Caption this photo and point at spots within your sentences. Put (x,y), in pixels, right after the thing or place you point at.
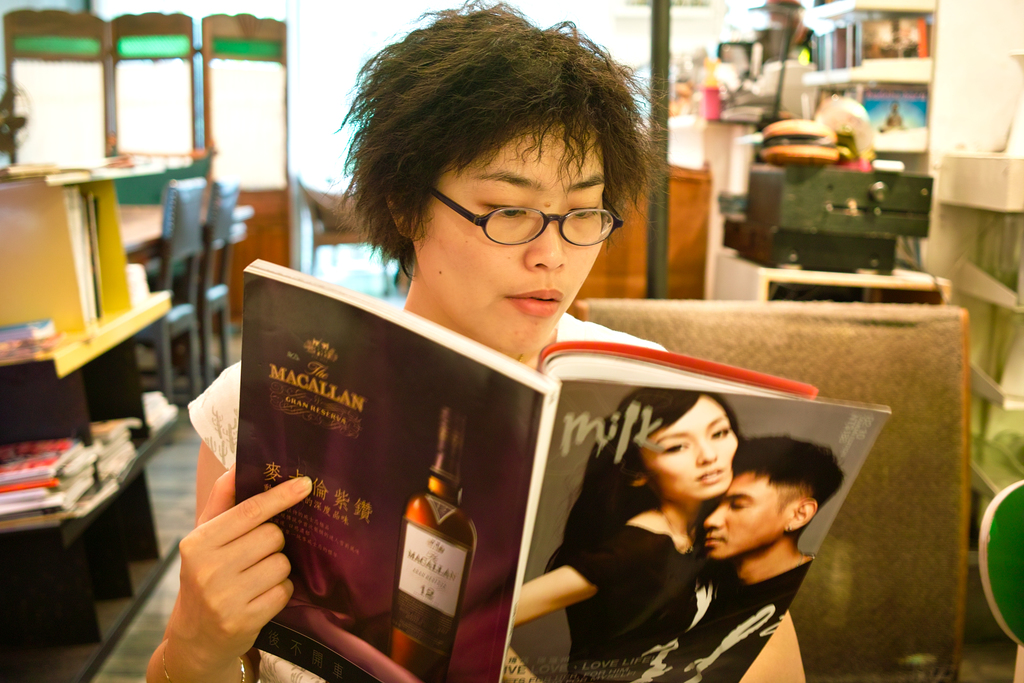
Here we can see a person (430,242) looking in to a book (634,583) and she has spectacles (528,212). This is floor (148,609) and there are books (72,444). In the background (134,254) we can see a table (134,205), chairs (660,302), pole (647,291), and racks (857,16).
